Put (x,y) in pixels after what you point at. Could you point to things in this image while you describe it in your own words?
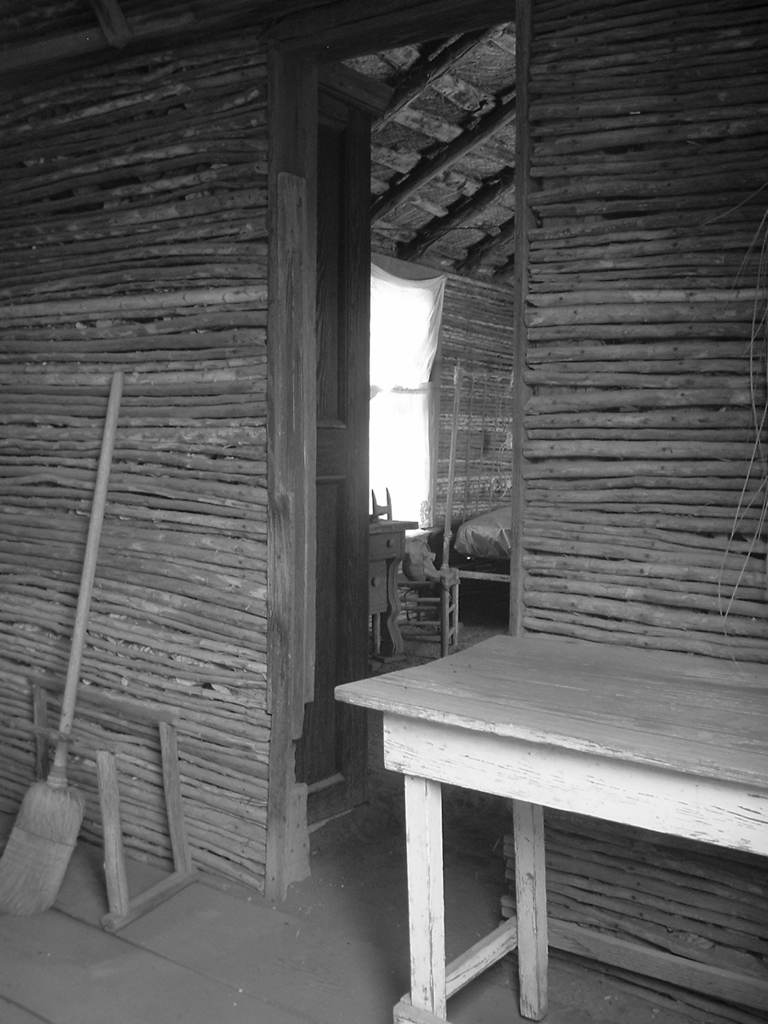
This is a black and white picture, there is a wooden home (203,77) in the back (512,104) with a table (655,827) and broom stick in front of it.
